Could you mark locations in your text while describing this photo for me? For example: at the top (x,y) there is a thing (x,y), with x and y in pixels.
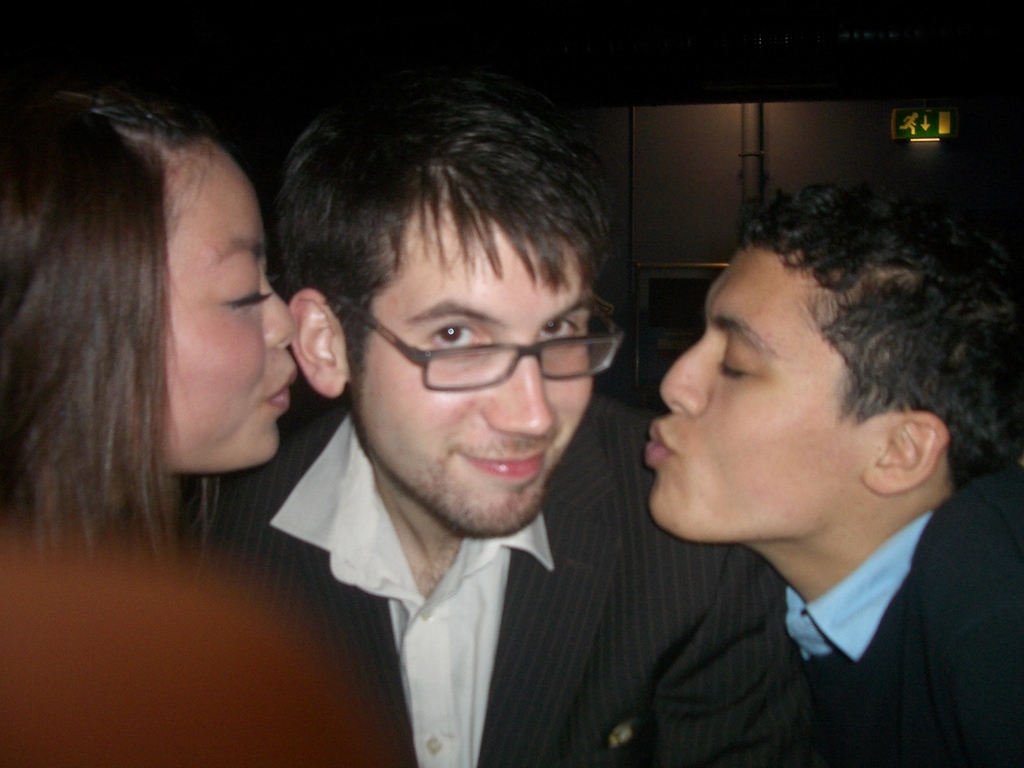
In this image I can see two men (488,406) and a woman (150,313). The man (481,448) who is in the middle (456,464) is smiling and giving pose for the picture. It seems like the two persons (805,506) are kissing this man (498,449). The background (283,16) is in black color.
